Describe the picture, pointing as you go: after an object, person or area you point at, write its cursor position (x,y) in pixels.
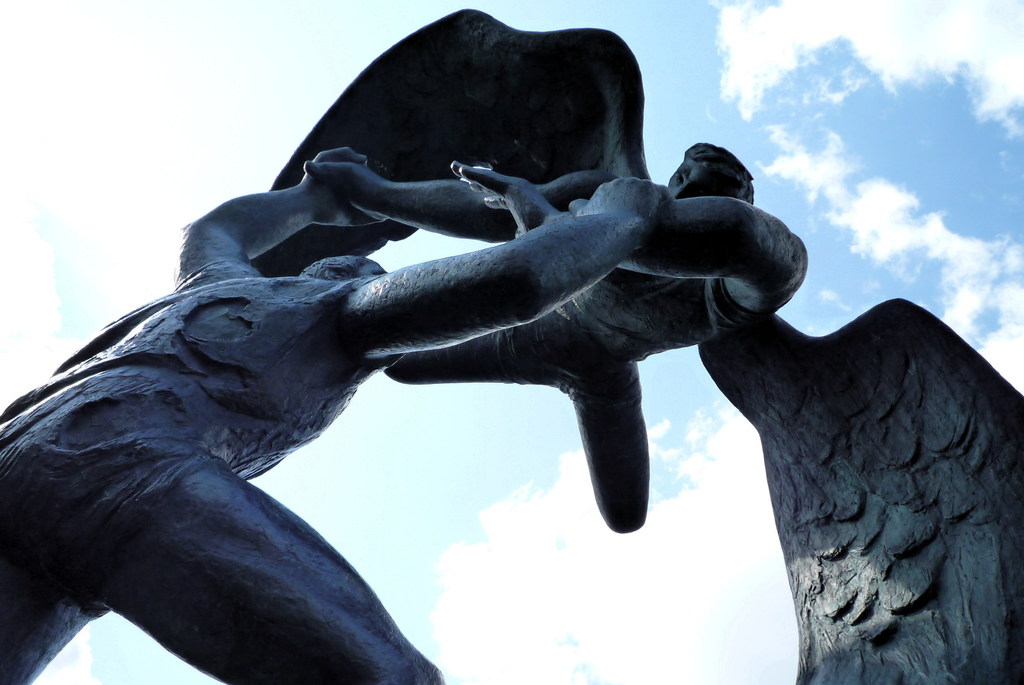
There is a statue (357,371) of a person (362,366) holding another person (641,326) who has wings (838,441) and the sky (881,118) is a bit cloudy.
